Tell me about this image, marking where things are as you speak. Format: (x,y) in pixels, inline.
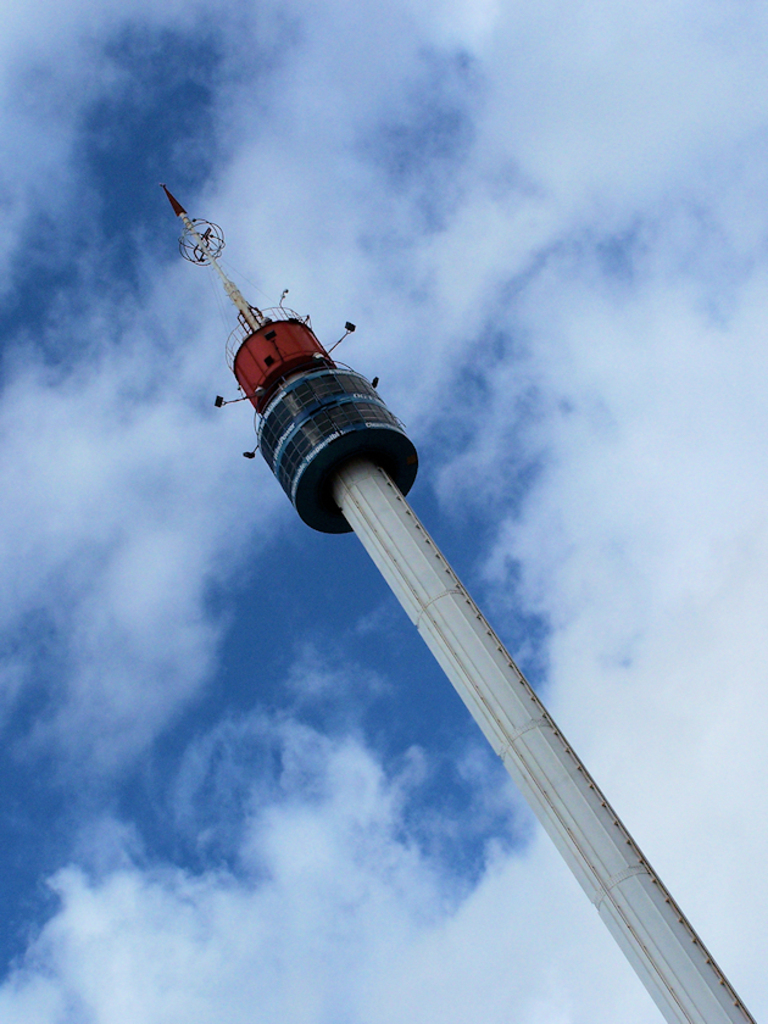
In this image we can see a tower (284,418), there are some lights (219,397) and the grille (279,321), in the background (305,737), we can see the sky (270,547) with clouds (641,541).
